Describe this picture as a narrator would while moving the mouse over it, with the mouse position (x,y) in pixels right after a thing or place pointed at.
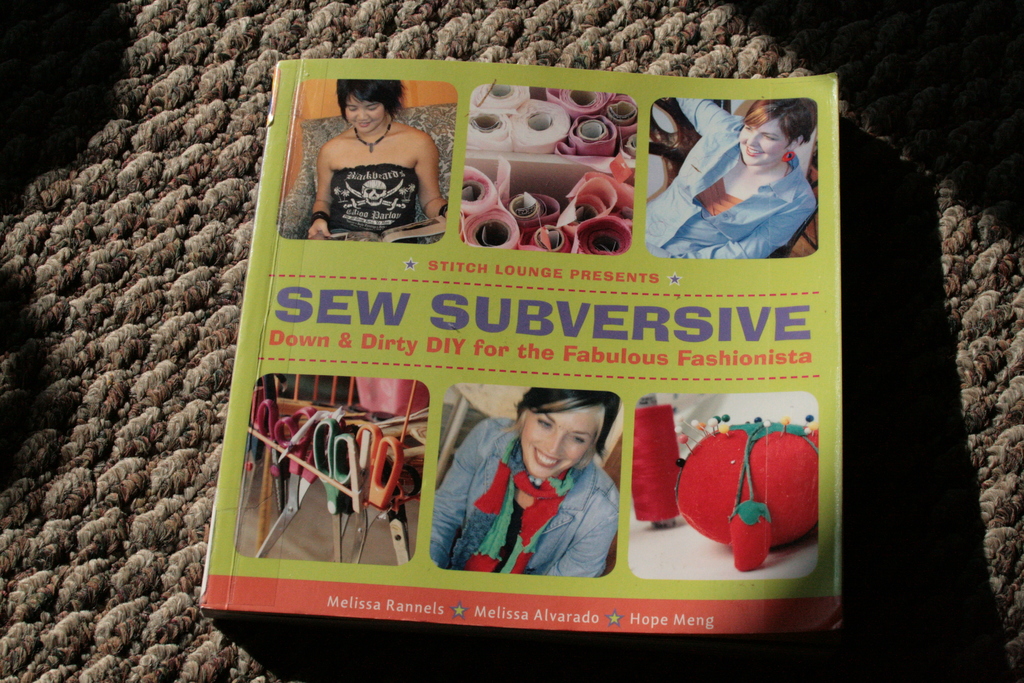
In this image there is a book (264,288) on a carpet (130,209). On the book (419,282) there is text (615,324). There are images (357,464) of scissors (347,476), women (500,465) and wool (664,484).
